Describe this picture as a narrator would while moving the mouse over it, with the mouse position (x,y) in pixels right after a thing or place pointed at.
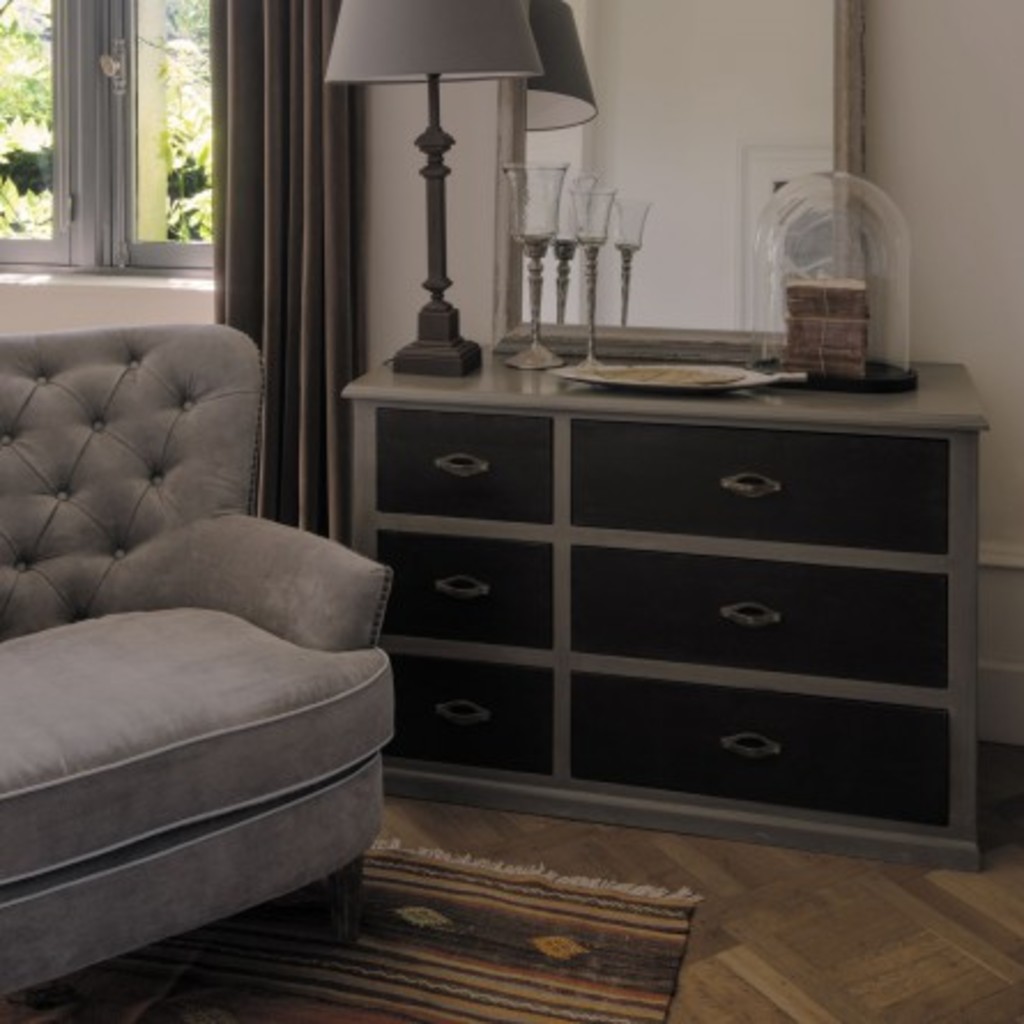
In the image in the center (419,570) we can see one couch (21,670), carpet (443,890), table (436,792) and drawers (585,455). On the table (607,403), we can see glasses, lamp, mirror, jar (854,378), plate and some food items (835,334). In the background (1004,122) there is a wall (963,12), curtain (290,22) and window (148,160).
